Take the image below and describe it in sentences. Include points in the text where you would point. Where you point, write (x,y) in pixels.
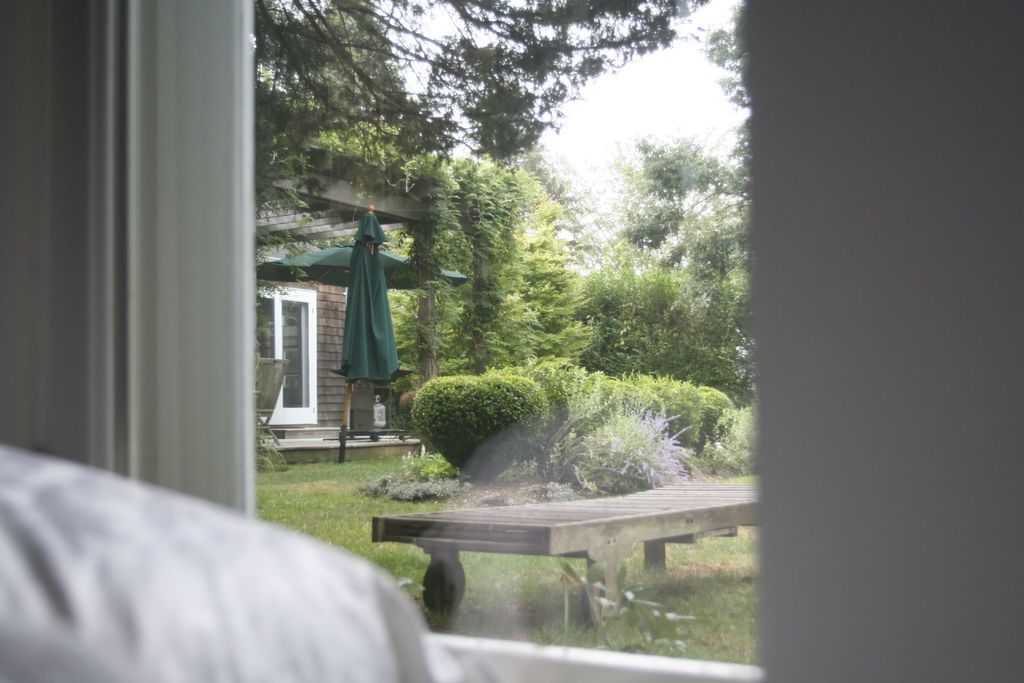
Here in this picture, through a glass window (720,658) we can see a bench (380,534) present on the ground (335,469), which is fully covered with grass (347,537) over there and we can see plants (614,465), bushes (569,462) and trees (464,355) all over there and we can also see an umbrella (340,268) present over there and we can see a house (311,361) also present over there.
